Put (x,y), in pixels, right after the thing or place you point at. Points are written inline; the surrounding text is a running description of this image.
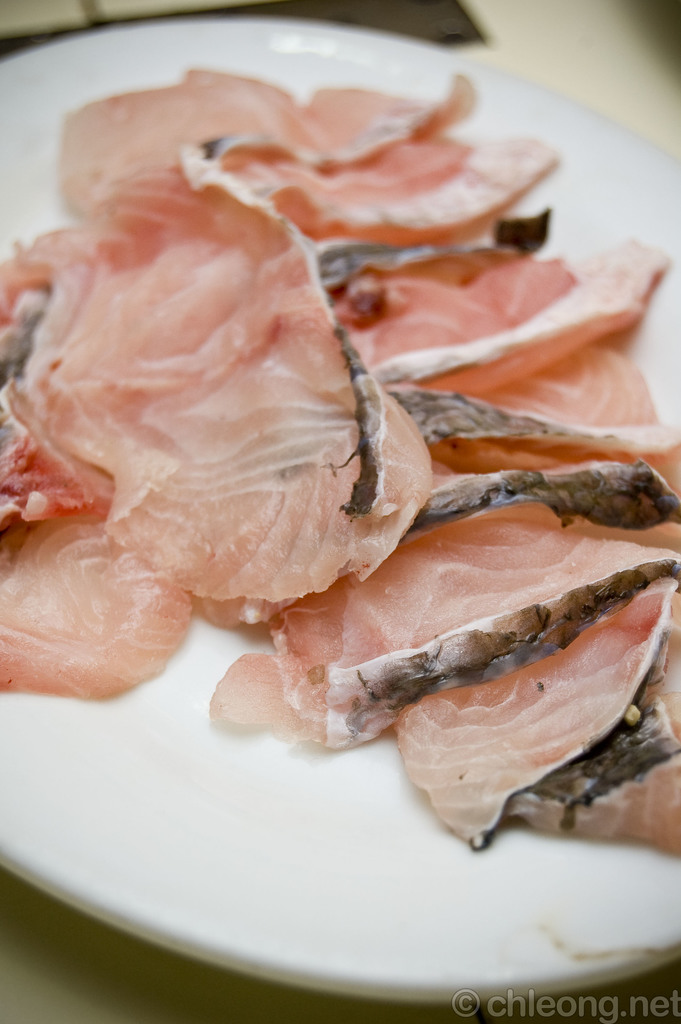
In this image in front (101,501) there is a meat (488,722) on the plate (410,787) which is placed on the table (121,984). There is some text (628,995) on the right side of the image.
